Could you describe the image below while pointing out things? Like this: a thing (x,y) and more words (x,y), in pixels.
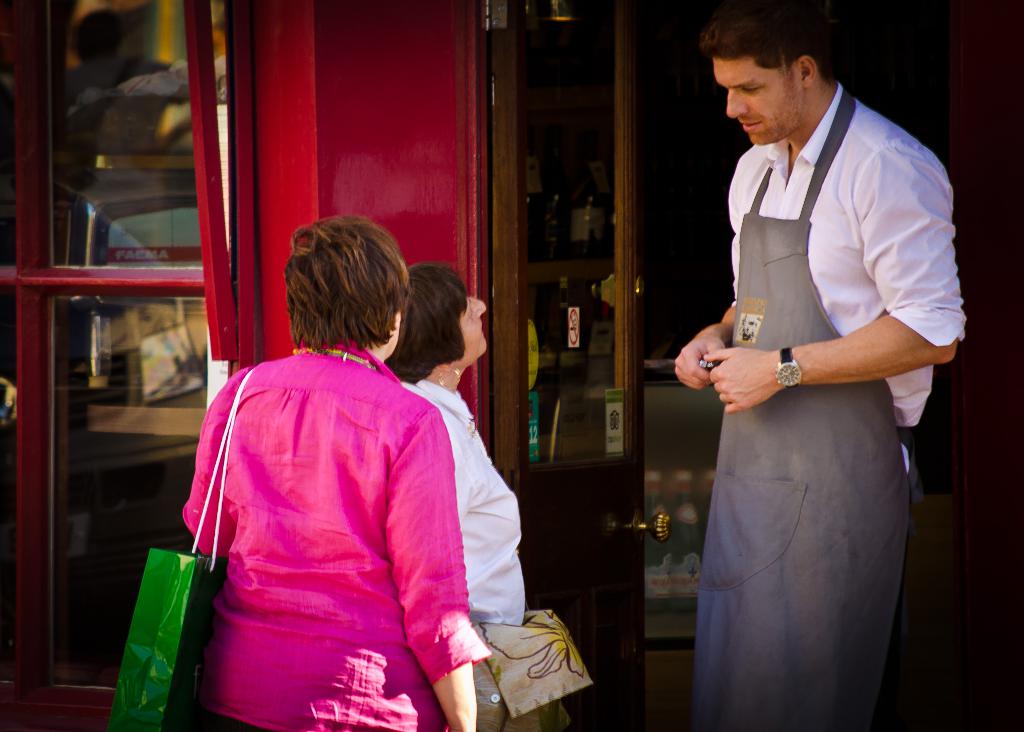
In this image, we can see some people (318,664) standing, there is a glass door (535,135) and we can see the wall (314,128).
